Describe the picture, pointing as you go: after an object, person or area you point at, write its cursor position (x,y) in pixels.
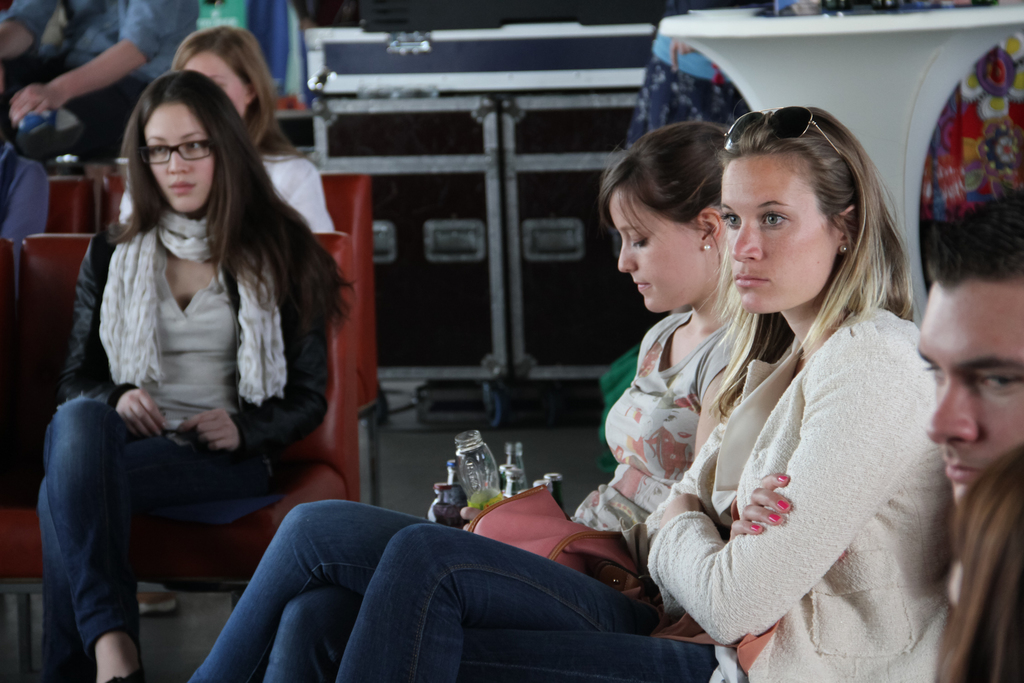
In the image i can see a people (817,484), chairs (344,439), bottles (487,459), stand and some other objects (437,341).
